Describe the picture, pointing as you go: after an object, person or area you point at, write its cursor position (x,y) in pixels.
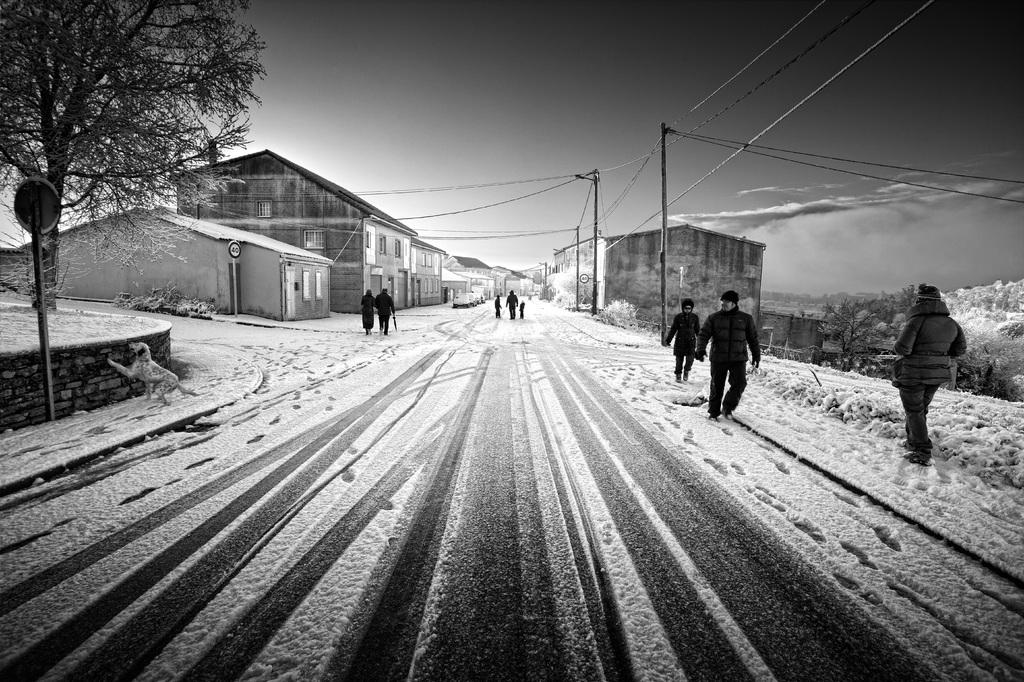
In this picture we can see group of people (939,358), few poles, cables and buildings (461,265), and also we can see few trees (146,247), sign boards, snow (155,328) and a dog (141,359), and it is a black and white photography.
